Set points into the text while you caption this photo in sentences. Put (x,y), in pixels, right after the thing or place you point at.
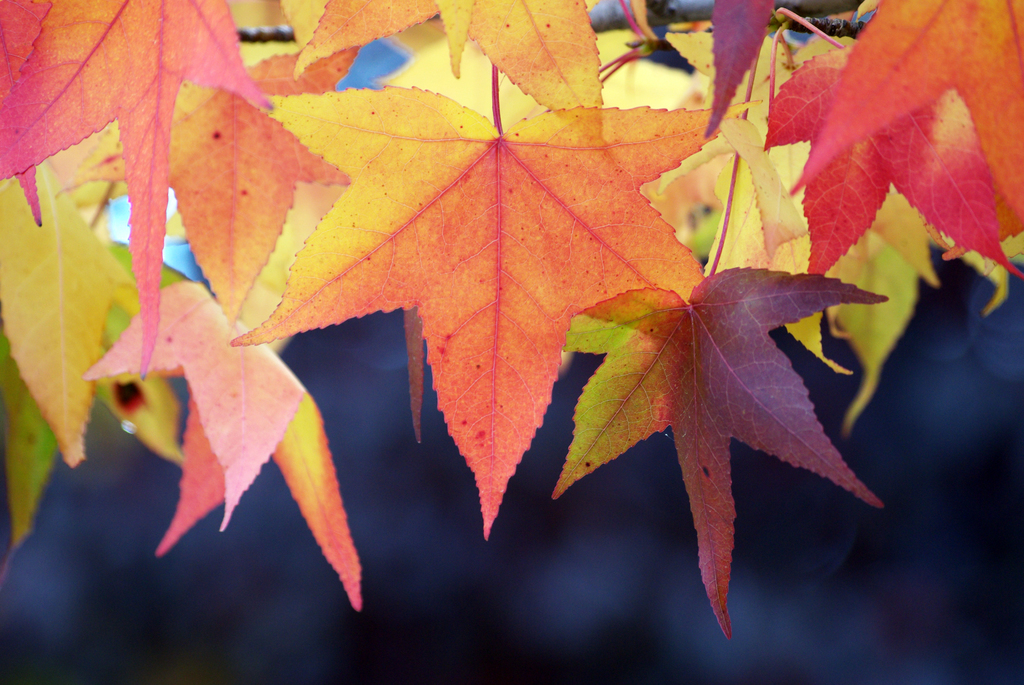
In this picture, we can see leaves (449,189) which are in orange color, at the bottom (544,612), we can see black color.
